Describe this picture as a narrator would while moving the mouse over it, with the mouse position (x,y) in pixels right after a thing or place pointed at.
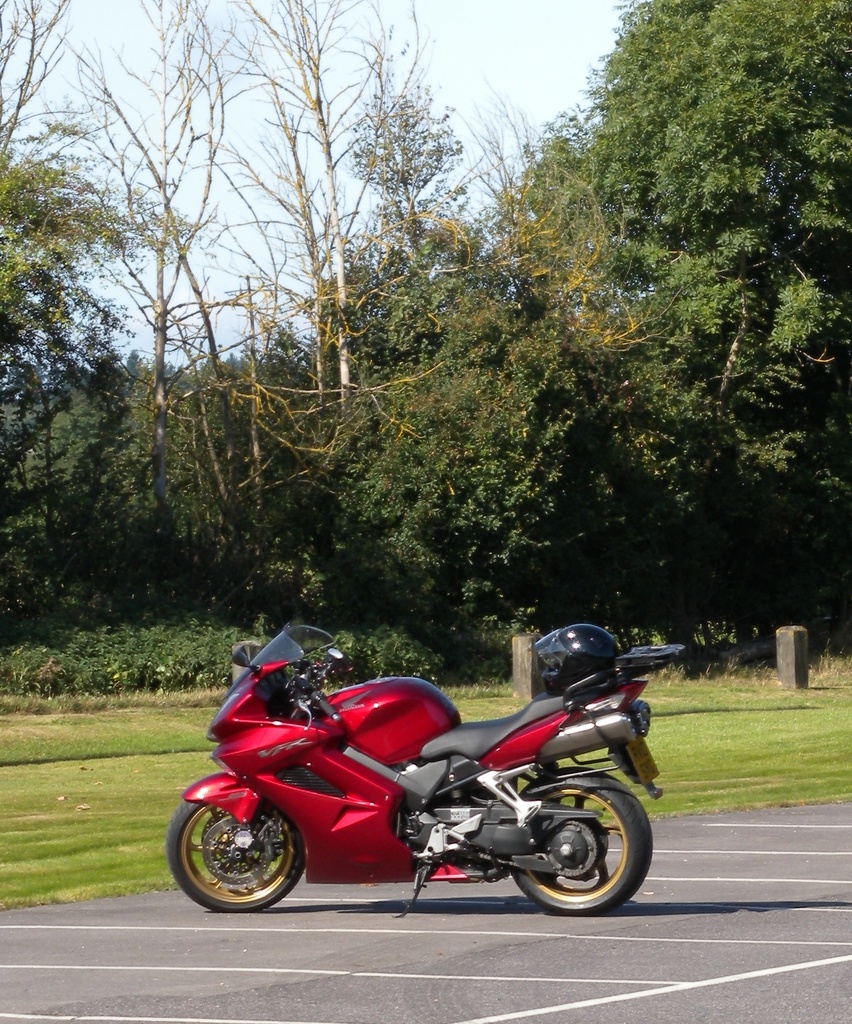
This is a motorbike (388,872), which is parked. I can see a helmet (565,687), which is placed on a motorbike (561,799). Here is the grass (762,770). These are the trees (502,378) with branches (524,361) and leaves (475,639). I can see the sky (512,41).
